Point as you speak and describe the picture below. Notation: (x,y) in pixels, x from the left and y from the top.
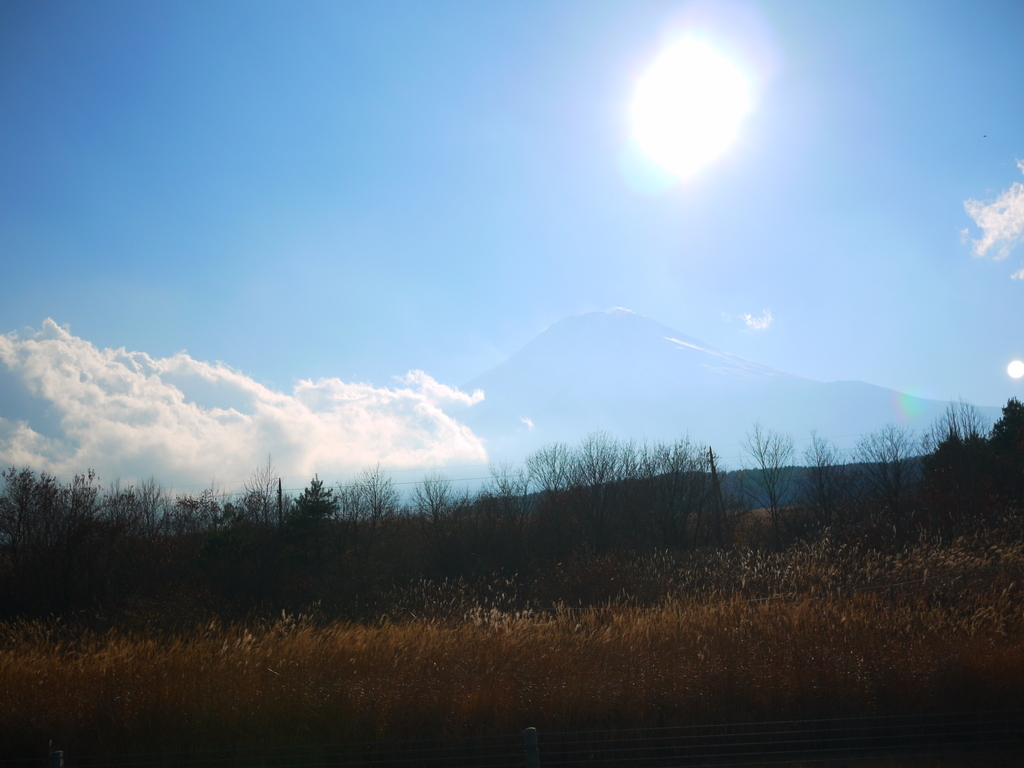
This is the picture of a mountain (867,403). In the foreground (438,757) there is a fence (654,754) and at the back (362,569) there are trees (125,521) and there are poles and there are wires (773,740) on the poles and at the back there is a mountain (750,463). At the top (270,190) there is a sky (323,156) and there are clouds (369,379) and there is a sun (712,112).
